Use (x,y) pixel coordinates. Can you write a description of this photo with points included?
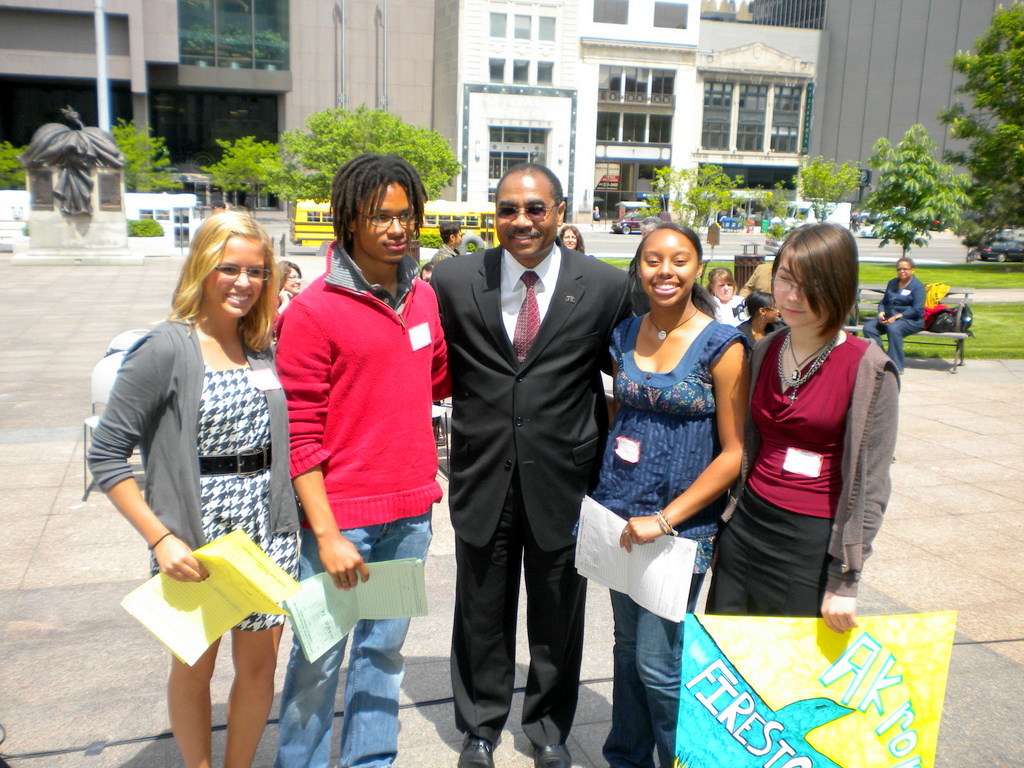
In this image there is a road (403,683) at the bottom (215,761). There are people (628,435) in the foreground (480,637). It looks like a statue (60,201) on the left corner (38,242). There is a person (881,321) sitting on the bench (924,334), There are objects (968,311) on the bench (958,340), there is grass (987,335), there are trees (1023,149) and vehicles (1019,246), buildings (868,107) on the right corner (997,34). There are vehicles (980,261), trees (698,189), buildings (845,50), people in the background (436,118).
